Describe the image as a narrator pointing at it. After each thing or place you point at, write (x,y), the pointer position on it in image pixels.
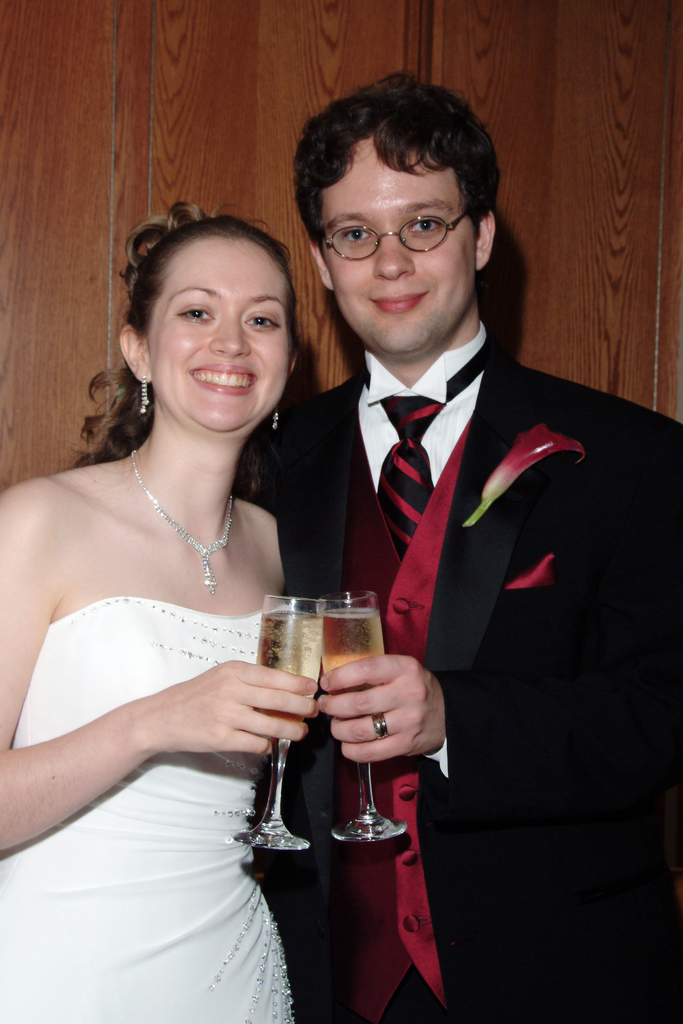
In this picture there are two persons (284,419), one woman (223,628) and one man (334,699). Towards the left (111,591), woman (90,451) is wearing a white dress (66,917) and towards the right, man (381,501) is wearing a black blazer (582,754). Both are holding glasses (382,823).
